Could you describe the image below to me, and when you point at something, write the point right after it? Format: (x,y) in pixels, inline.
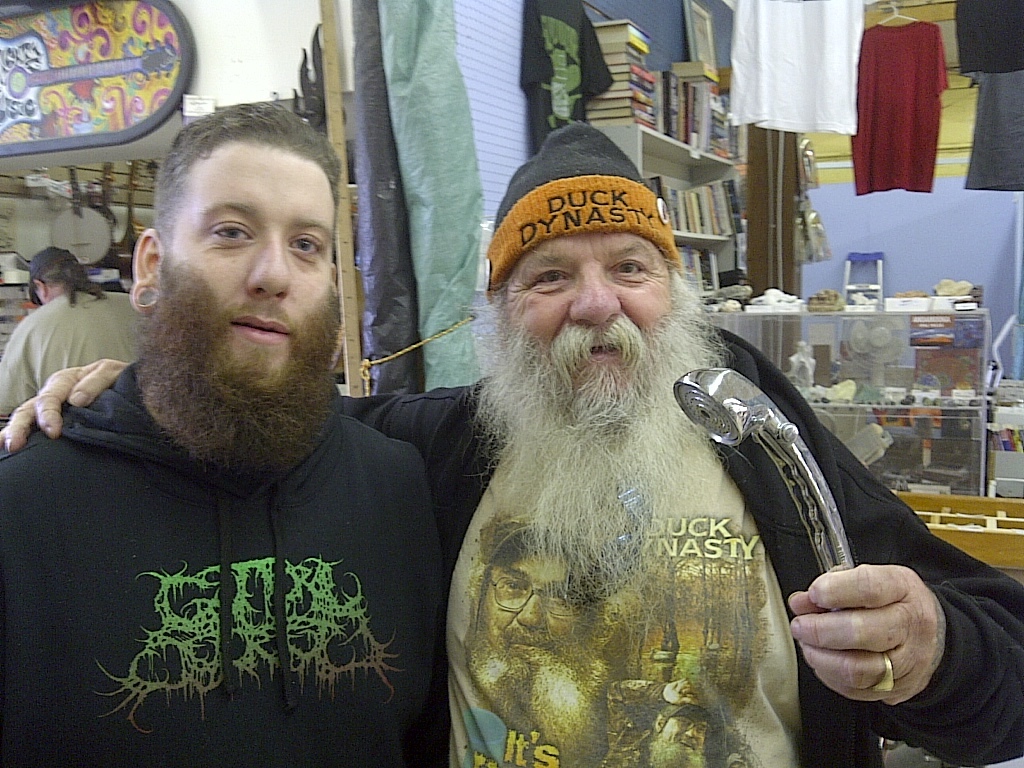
In this image I can see three persons (537,408) are standing on the floor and one person (762,621) is holding an object (718,402) in hand (919,598). In the background (1011,514) I can see a wall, table (811,317), clothes (805,119) and a shelf (736,273) in which books (637,44) are there. This image taken may be in a hall.
